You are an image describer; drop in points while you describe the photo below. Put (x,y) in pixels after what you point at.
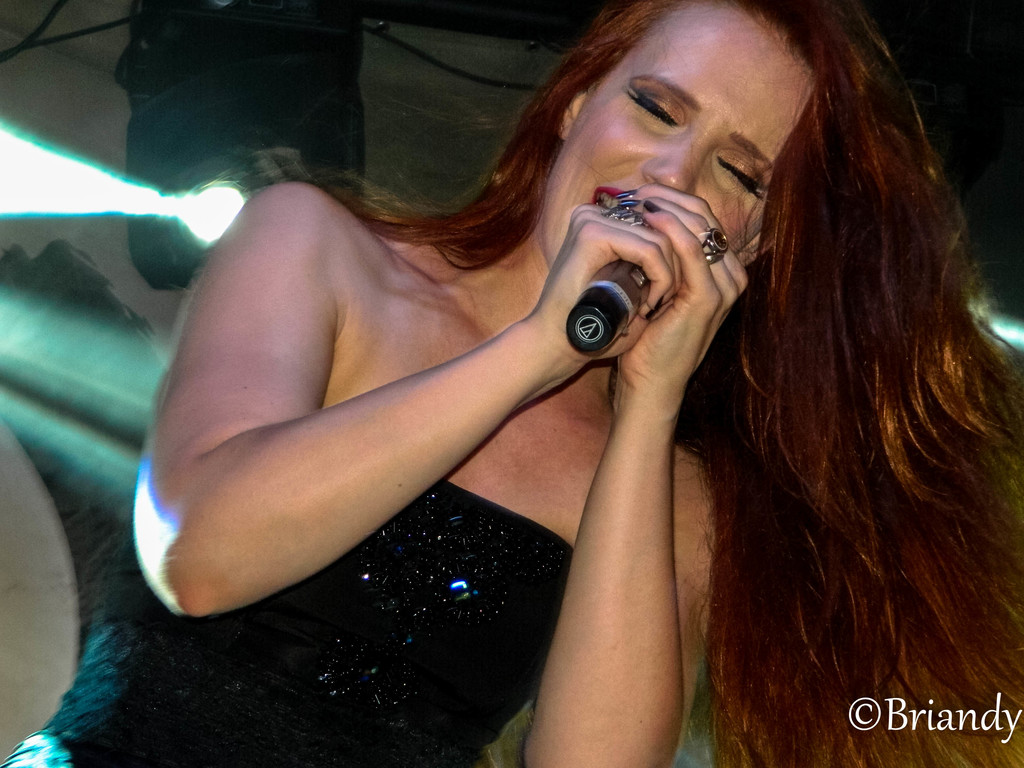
In this picture I can see a woman (435,445) in front (666,302) who is holding a mic (605,319) in her hands (623,340) and I see a watermark (889,721) on the right bottom (910,728). In the background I see the lights (60,322).
